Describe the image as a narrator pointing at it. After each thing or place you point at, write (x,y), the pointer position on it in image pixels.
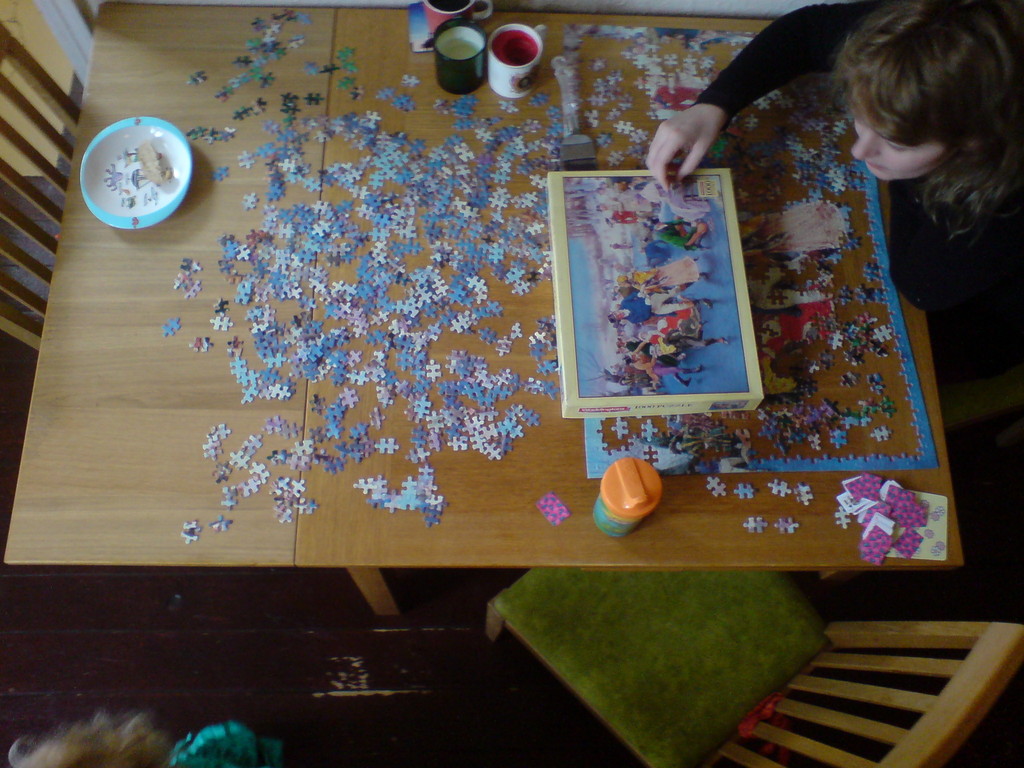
In this picture, we see a woman (957,108) in the black dress (956,244) is sitting on the chair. In front of her, we see a table (393,415) on which the cups (464,44), plate (134,129), puzzle pieces (596,115) and a glass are placed. I think she is solving the puzzle (785,333). At the bottom (647,624), we see a chair (721,579) and the floor (428,582). On the left side (37,204), we see a chair (5,182) and behind that, we see a wall (80,65).
